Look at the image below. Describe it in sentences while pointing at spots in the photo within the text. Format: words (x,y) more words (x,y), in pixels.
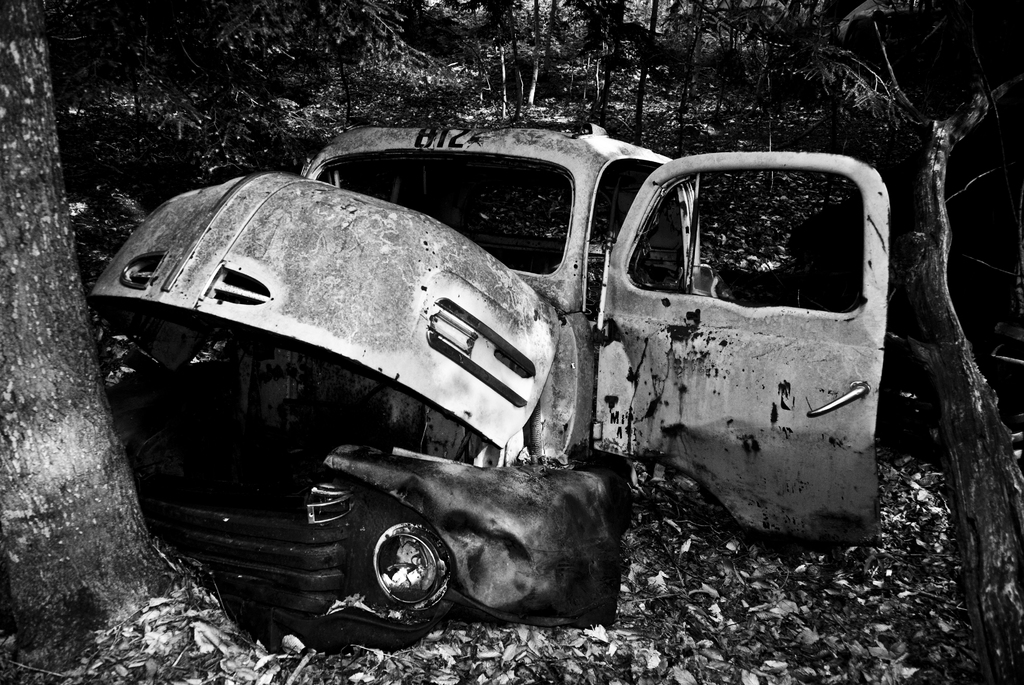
It is a black and white picture. In the center of the image (500,359) we can see one vehicle (499,352). In the background (702,115), we can see trees (178,135), dry leaves (756,543) and a few other objects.
